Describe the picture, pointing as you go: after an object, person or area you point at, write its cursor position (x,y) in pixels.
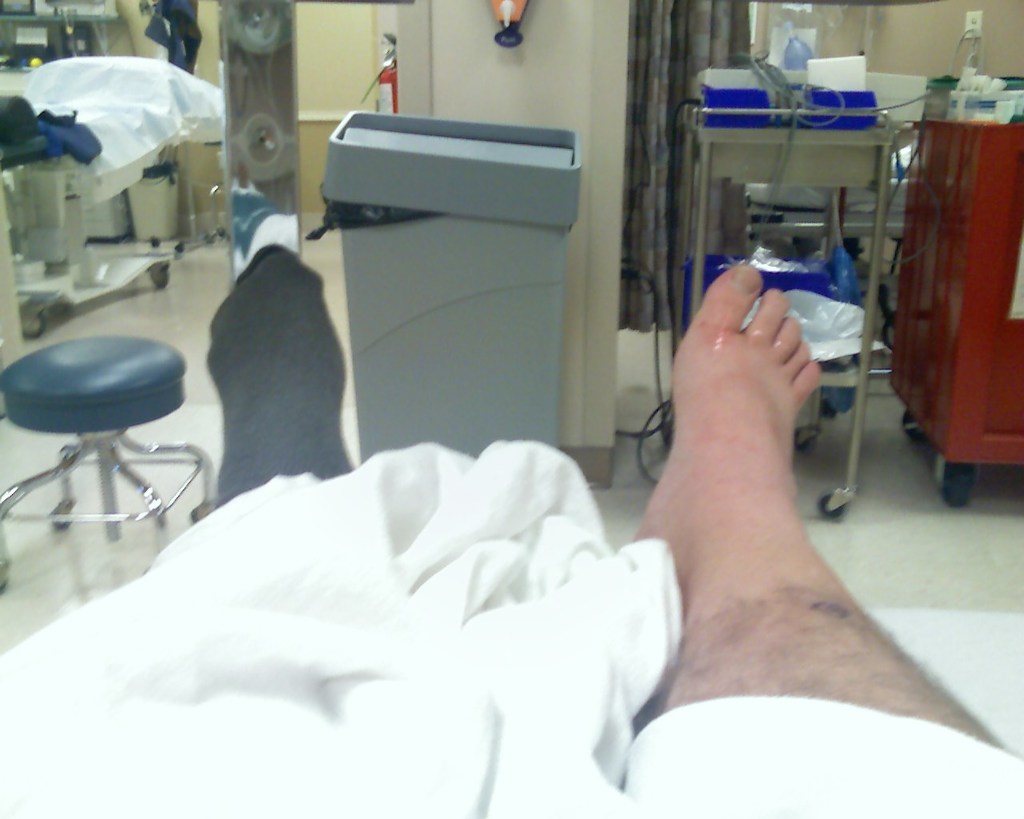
In this picture we can observe human legs (705,612) on the bed (633,728). There is a white color blanket (422,629). We can observe a hospital room (656,226) in which there are some medical accessories (856,337) placed on this trolley (761,132). On the left side (78,86) we can observe another bed (111,132). There is a fire extinguisher (378,76).
